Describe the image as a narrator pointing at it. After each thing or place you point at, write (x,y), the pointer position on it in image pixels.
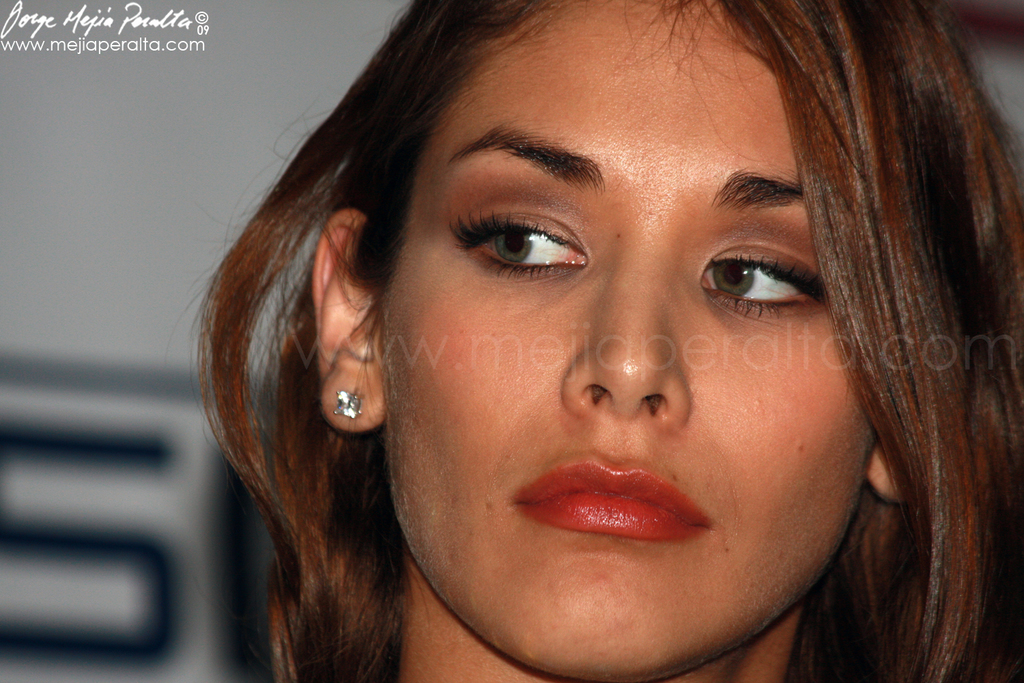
In this image there is a face (646,581) of a woman (540,624). She is wearing earrings (354,411). The background (112,313) is blurry. In the top left (26,17) there is text (85,20) on the image. In the center (425,336) there is a watermark (657,350) on the image.
